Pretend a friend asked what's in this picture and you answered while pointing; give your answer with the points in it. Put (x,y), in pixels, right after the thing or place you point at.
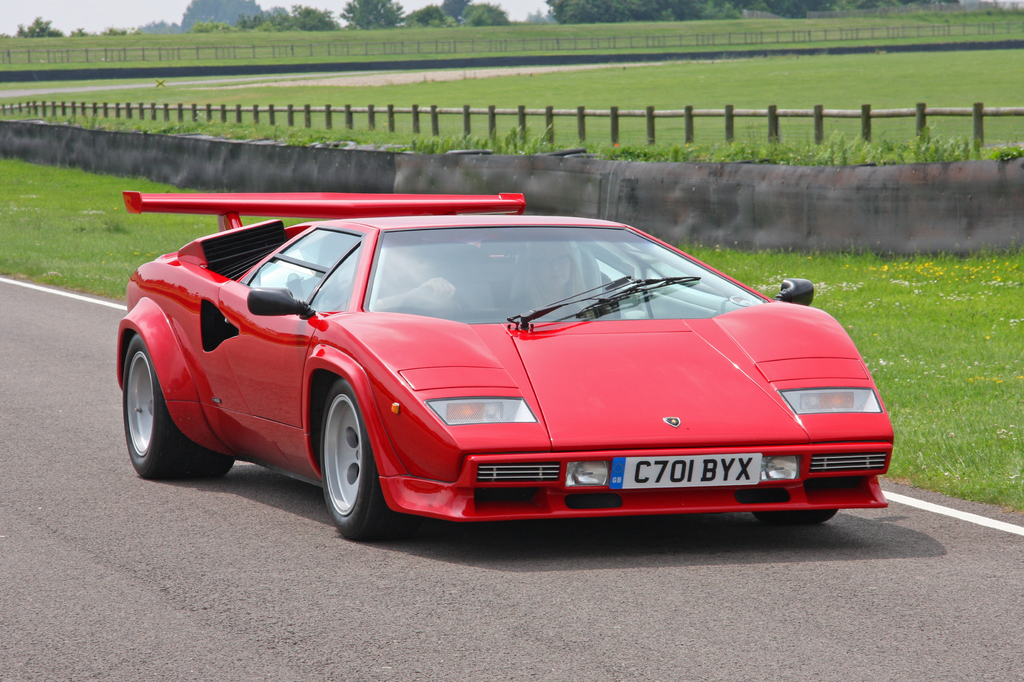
In the middle of the image (543,336) we can see a car (587,412) on the road (530,536) and we can see two persons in the car (406,320), in the background (835,304) we can see grass (956,325), wooden fence (649,111) and few trees (236,0).
